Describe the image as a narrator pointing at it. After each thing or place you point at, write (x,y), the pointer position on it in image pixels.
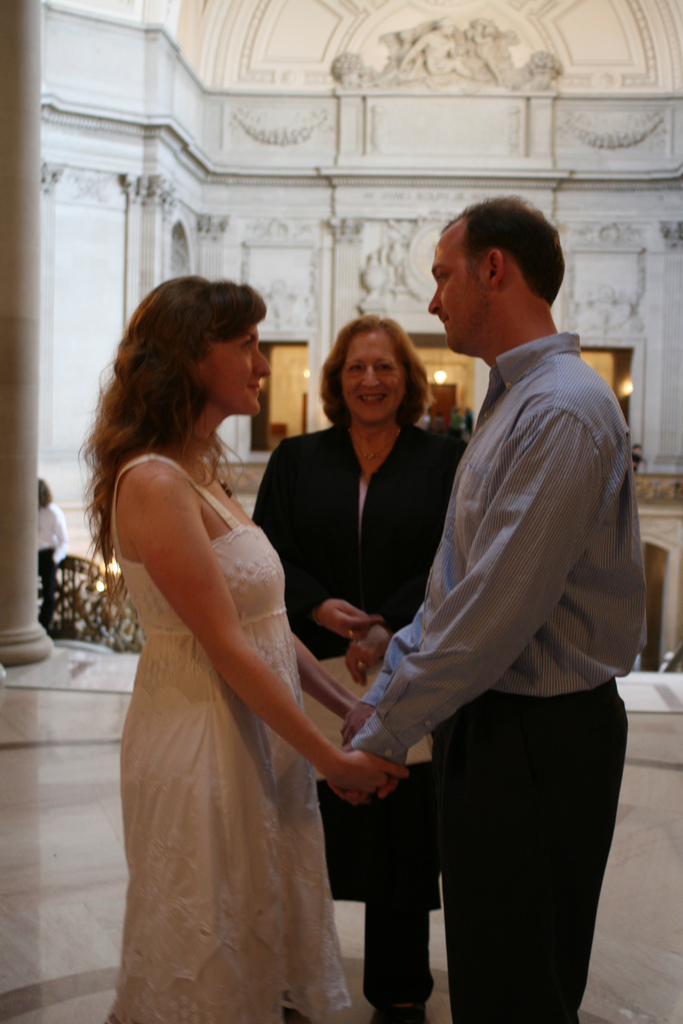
Here a man (511,633) and two women (316,652) are standing, this is a building (391,197).
